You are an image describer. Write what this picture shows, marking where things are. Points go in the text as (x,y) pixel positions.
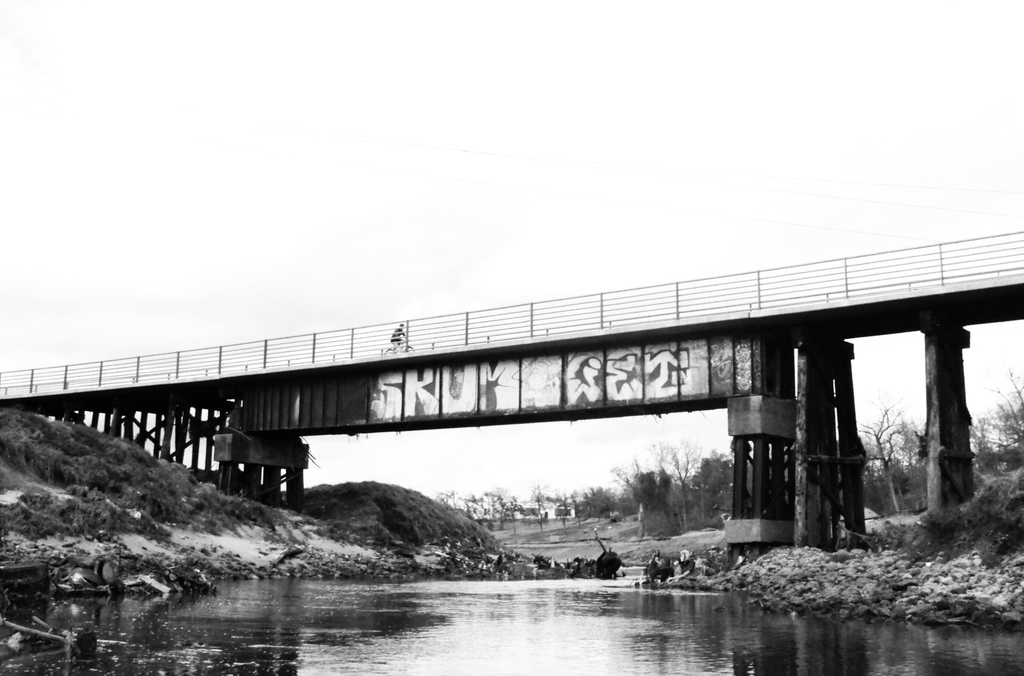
This is black and white picture, in this picture we can see water (481,629), grass (940,531) and bridge (441,367), on the bridge (398,372) there is a person (399,335) riding bicycle (401,351). In the background of the image (728,472) we can see trees (1011,422) and sky (374,176).
